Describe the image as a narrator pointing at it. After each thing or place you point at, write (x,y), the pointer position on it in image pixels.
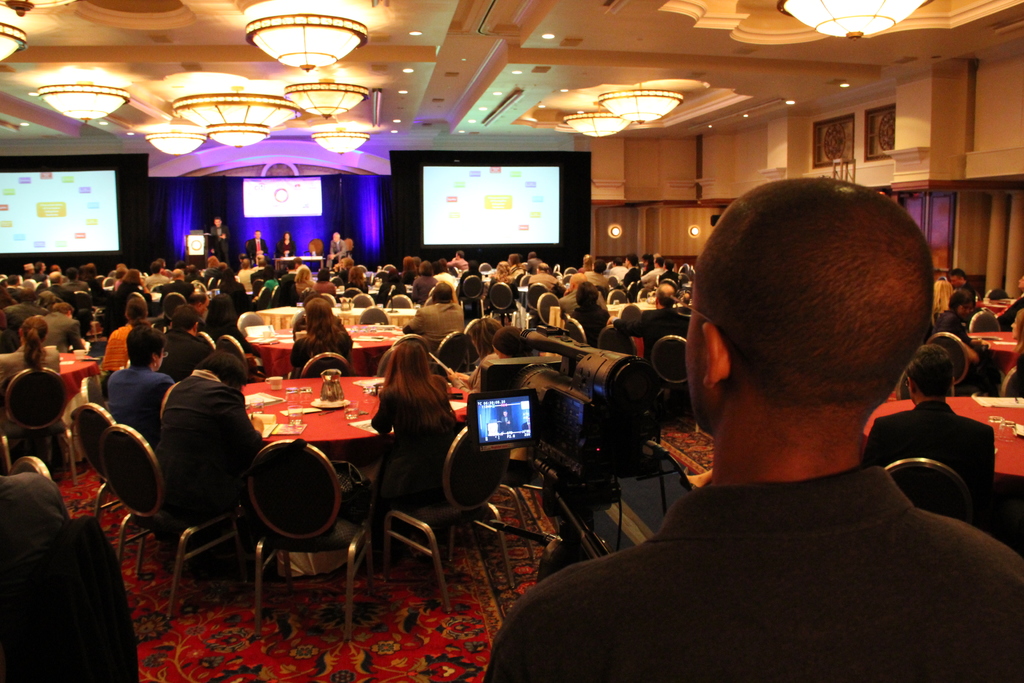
In this image we can see some people (223,252) on the stage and one among them is standing behind a podium (204,255), there are projector screens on their sides and in front of them there are a group of people (15,492) sitting behind the tables (357,403) and there are some objects (352,415) on it, on the right side of the image (693,514) we can see a person (920,332) standing, there are lights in the ceiling (188,3).
